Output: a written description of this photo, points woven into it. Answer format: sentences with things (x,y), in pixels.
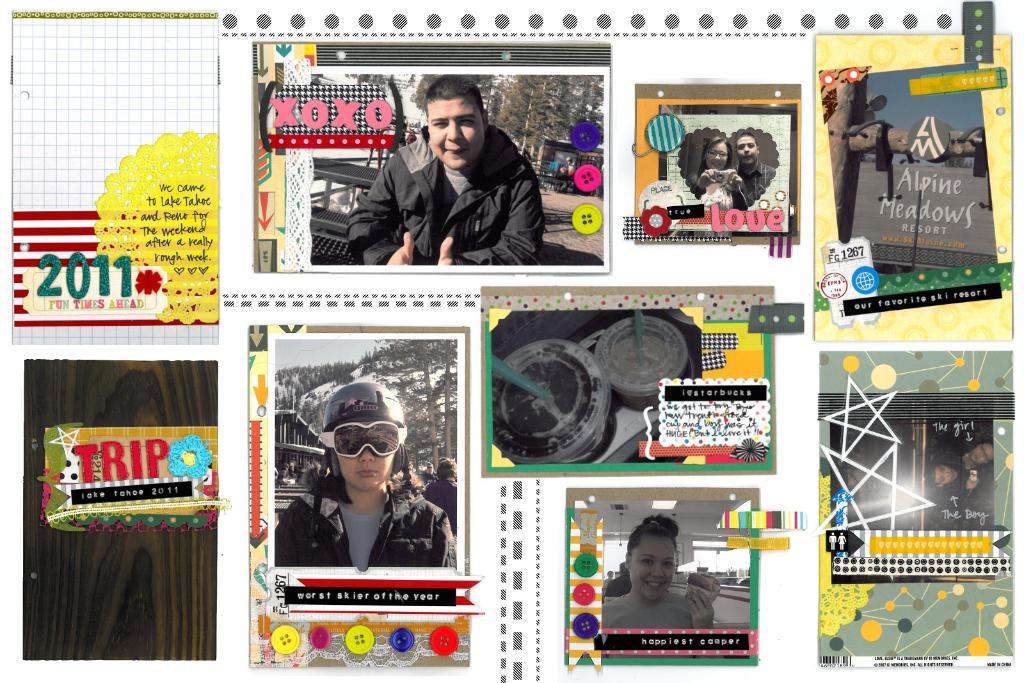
In this edited image there are pictures (524,381) of people (502,155) and glasses (653,350). There is also text (190,232) in the image. There are frames (306,269) around the pictures (577,99) and the text (81,303).
